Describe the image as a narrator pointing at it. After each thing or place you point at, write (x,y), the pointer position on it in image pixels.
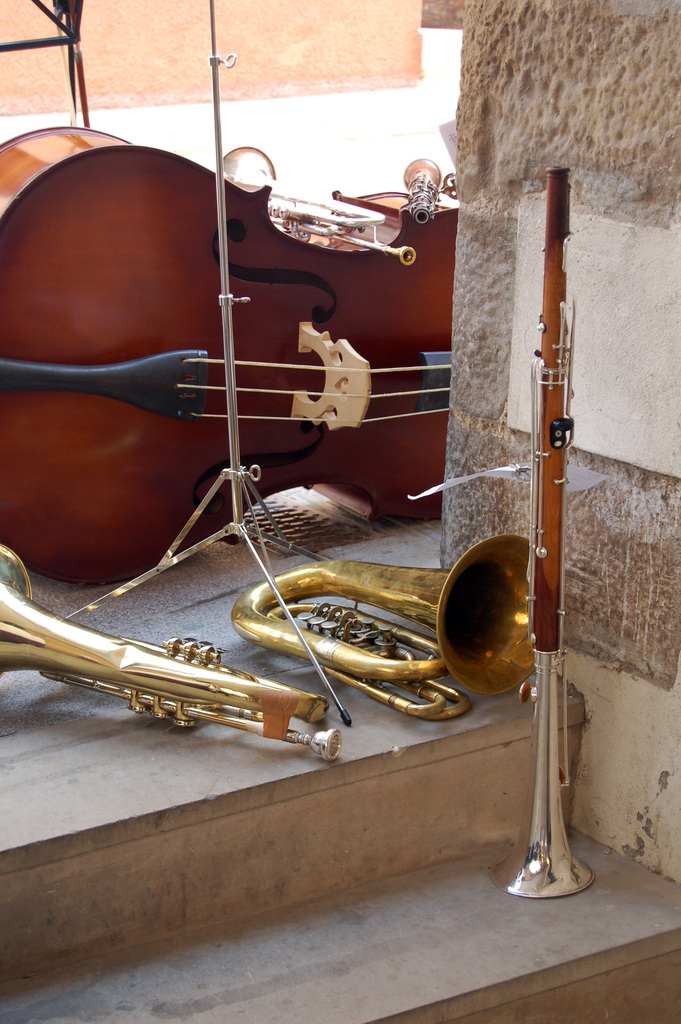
In this picture we can see trumpets (127,687), double bass (165,256) and other musical instruments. We can see a wall (661,230) and stairs (283,986).
